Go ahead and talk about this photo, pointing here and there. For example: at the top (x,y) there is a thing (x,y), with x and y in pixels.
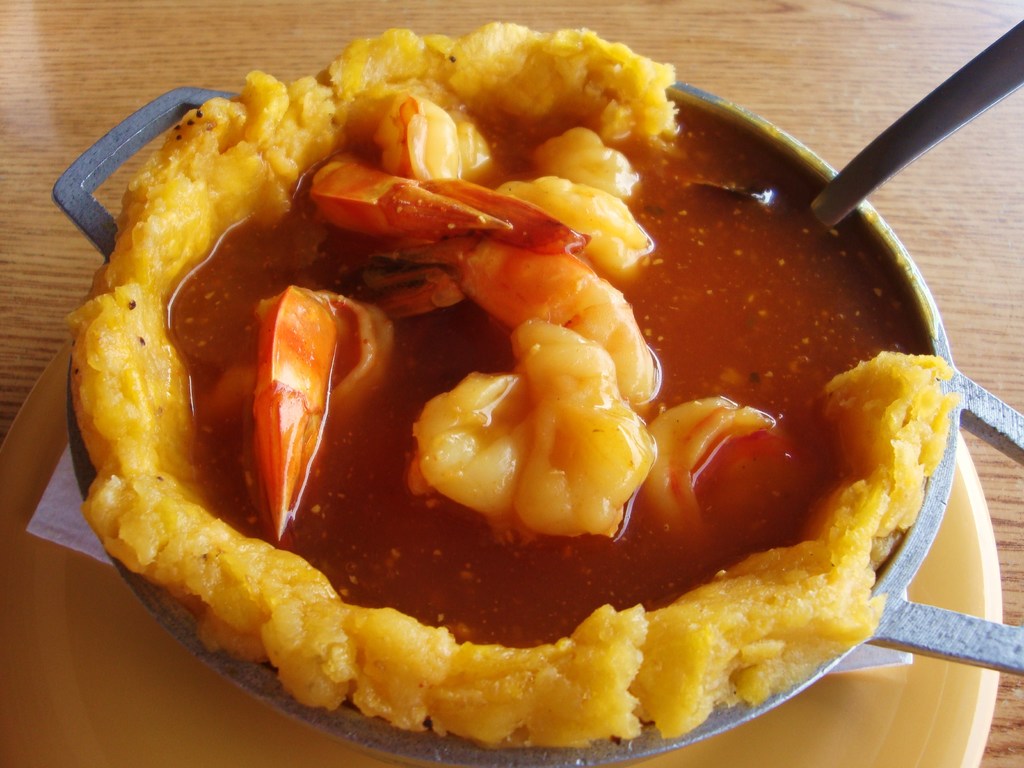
In this image we can see some food (641,482) in a utensil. There is a spoon (840,206) in the image. A plate (177,716) is placed on the wooden surface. There is a tissue paper (69,513) below the utensil (82,468).
